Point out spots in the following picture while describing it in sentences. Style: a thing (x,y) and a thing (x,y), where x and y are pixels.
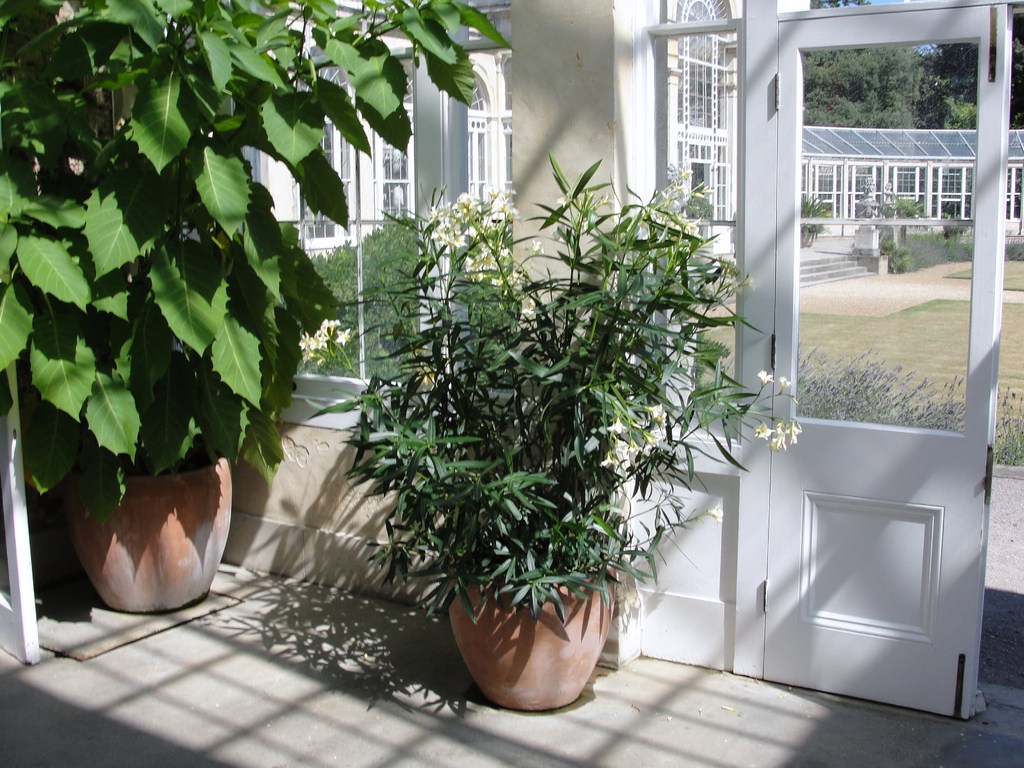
At the bottom of this image (575,566), there are two potted plants (379,422). One of them is having white color flowers (313,336). Behind them, there are a glass door (873,182) and windows (695,160). In the background (487,193), there are buildings (932,179), trees (955,54), plants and grass (965,303) on the ground (914,345).
